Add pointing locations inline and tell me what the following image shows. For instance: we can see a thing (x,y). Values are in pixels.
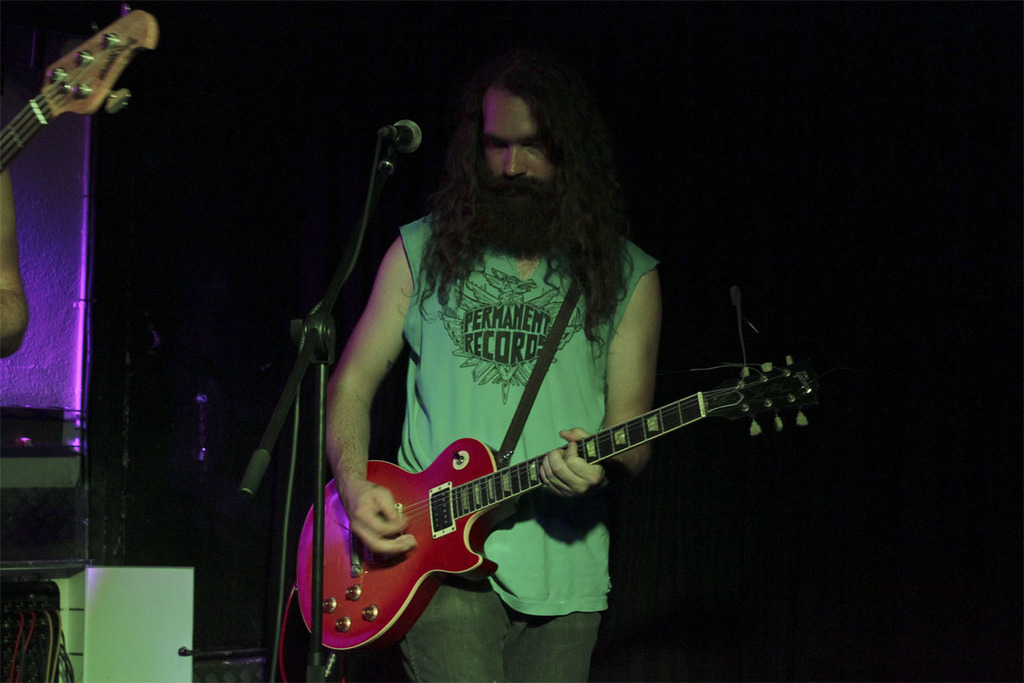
In this image I see a man (574,89) who is holding a guitar (413,525) and he is standing in front of a mic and I can also see that there is a person's hand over here and a guitar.
